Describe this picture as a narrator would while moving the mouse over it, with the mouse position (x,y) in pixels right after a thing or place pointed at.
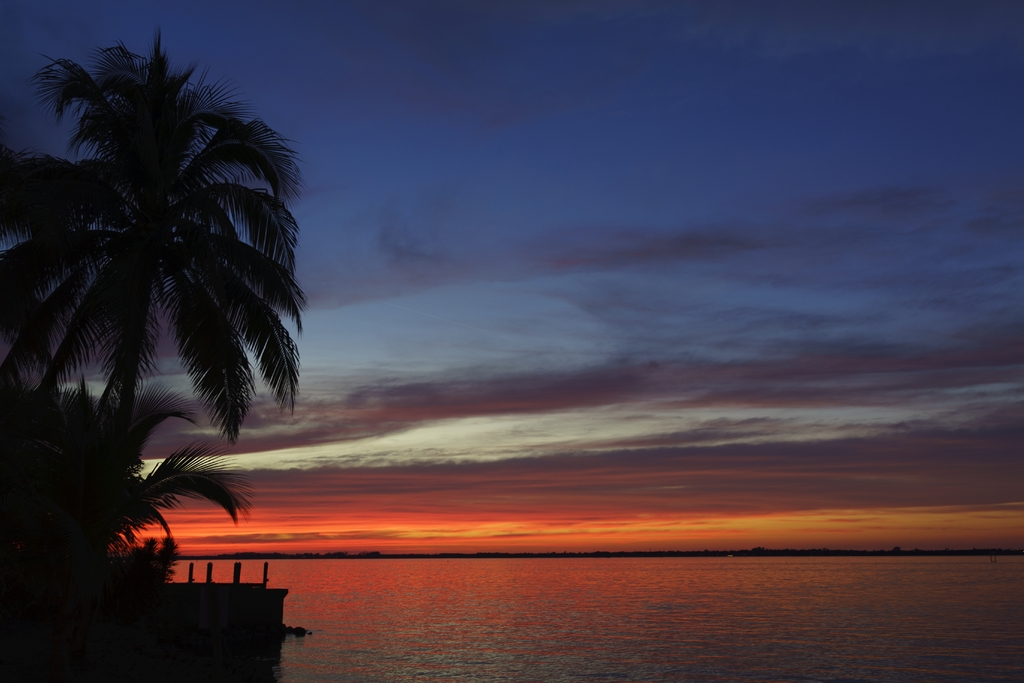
In this image, we can see water (446,578) and some coconut trees (229,327) and the sky (482,350).
